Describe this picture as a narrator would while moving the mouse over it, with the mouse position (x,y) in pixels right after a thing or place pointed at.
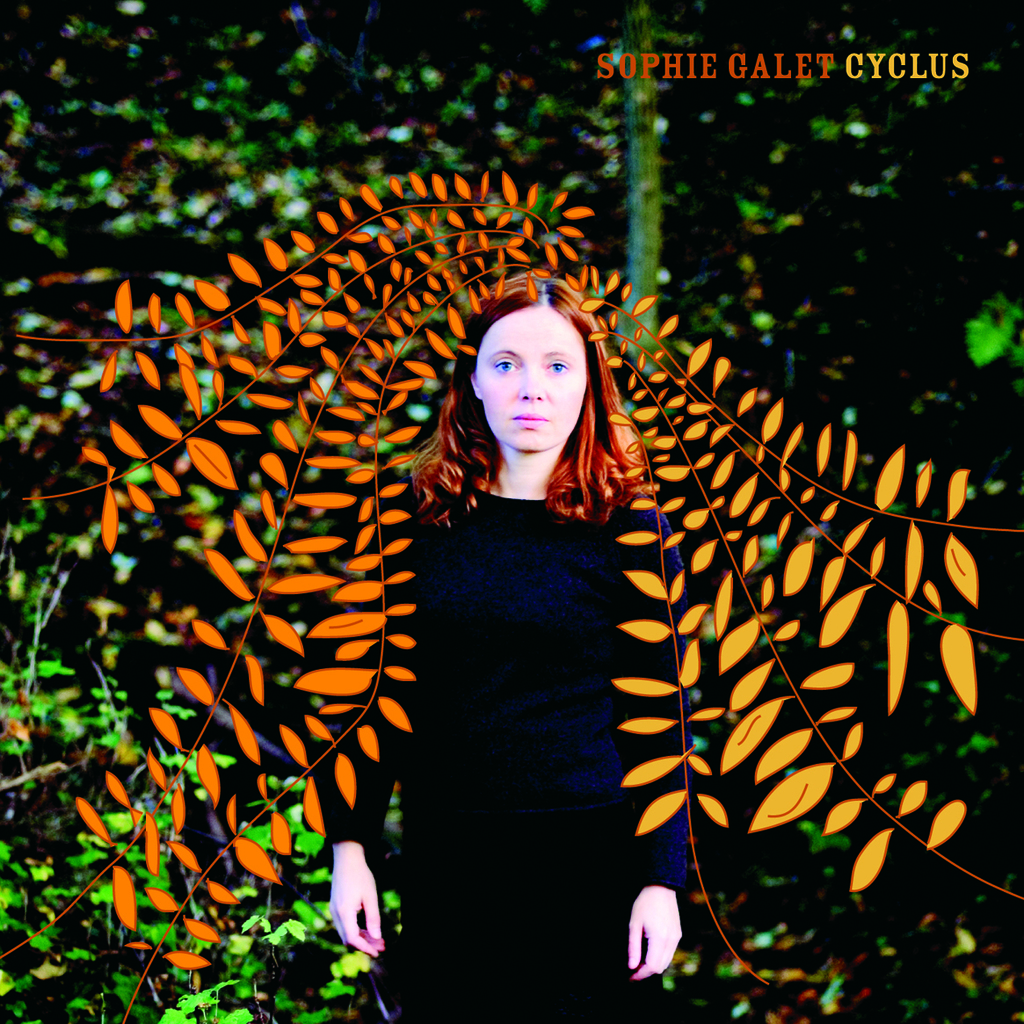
A beautiful girl (542,493) is standing, she wore black color dress (592,725), these are the edited things. On the left side (148,873) there are leaves (164,876) of a plant (144,860).
